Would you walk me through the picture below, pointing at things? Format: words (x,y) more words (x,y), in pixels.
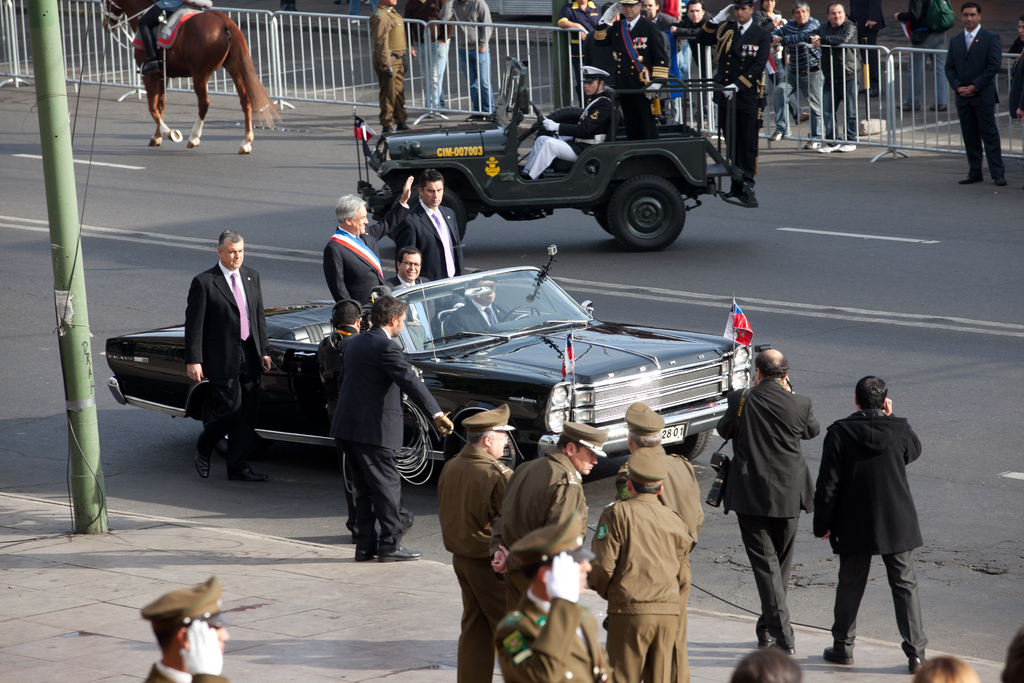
In this picture there are group of people (890,413). Few people (249,336) are at a car (462,358). They are following the man (339,249) standing in the car (422,329). There few policemen (464,631) beside the road (281,505). Two camera man (874,405) taking up the picture. And police man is riding a jeep (673,91). People (441,35) are watching. There is a horse (229,72).
